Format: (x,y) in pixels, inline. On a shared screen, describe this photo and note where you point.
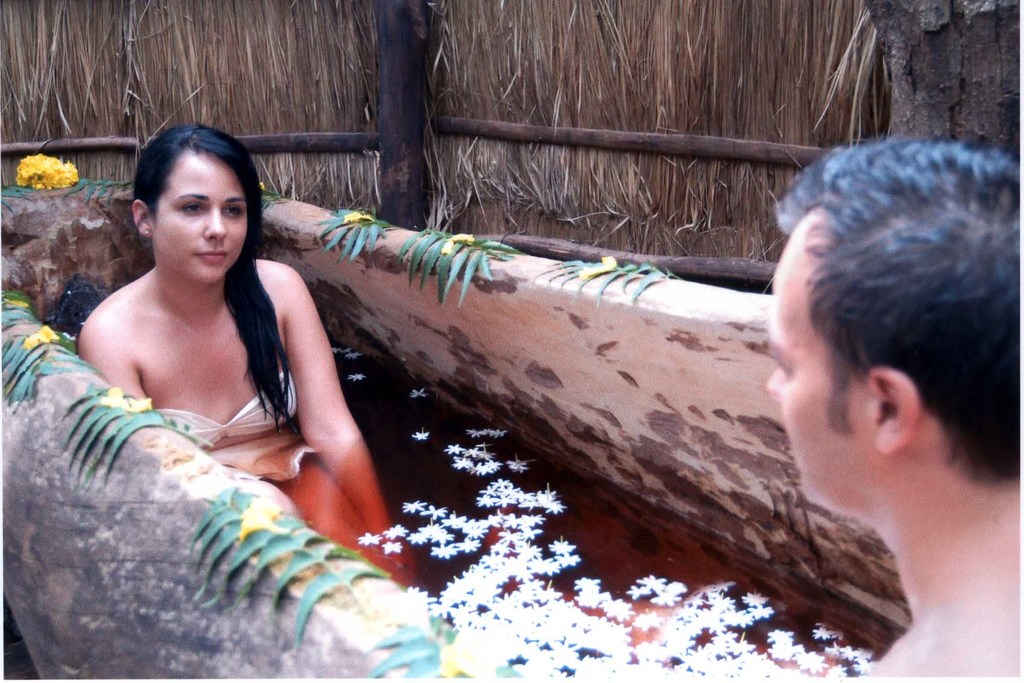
In the given image i can see a people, flowers (577,639), leaves (412,258), wooden sticks (317,138) and dry grass (512,58).
